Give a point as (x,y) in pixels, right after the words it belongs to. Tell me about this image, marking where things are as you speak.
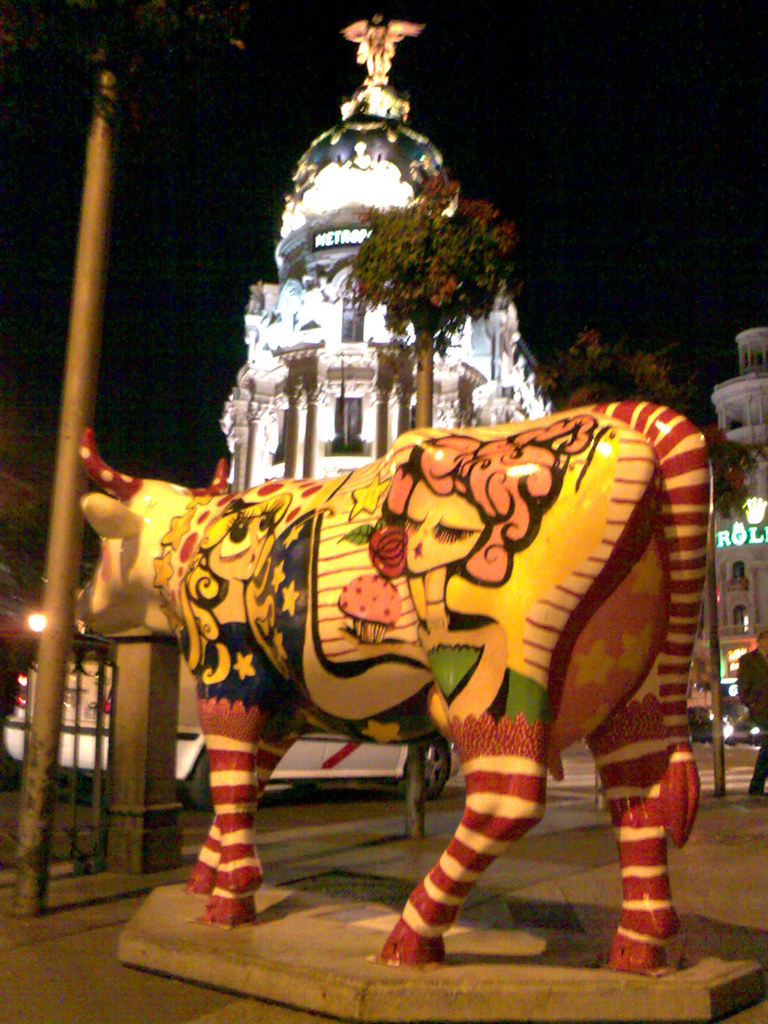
Here we can see a colorful animal statue (550,632). This is a pole (78,347). In the background (374,341) we can see trees (560,353) and buildings (305,296). We can see a person (751,673) at the right side of the picture (765,677).
